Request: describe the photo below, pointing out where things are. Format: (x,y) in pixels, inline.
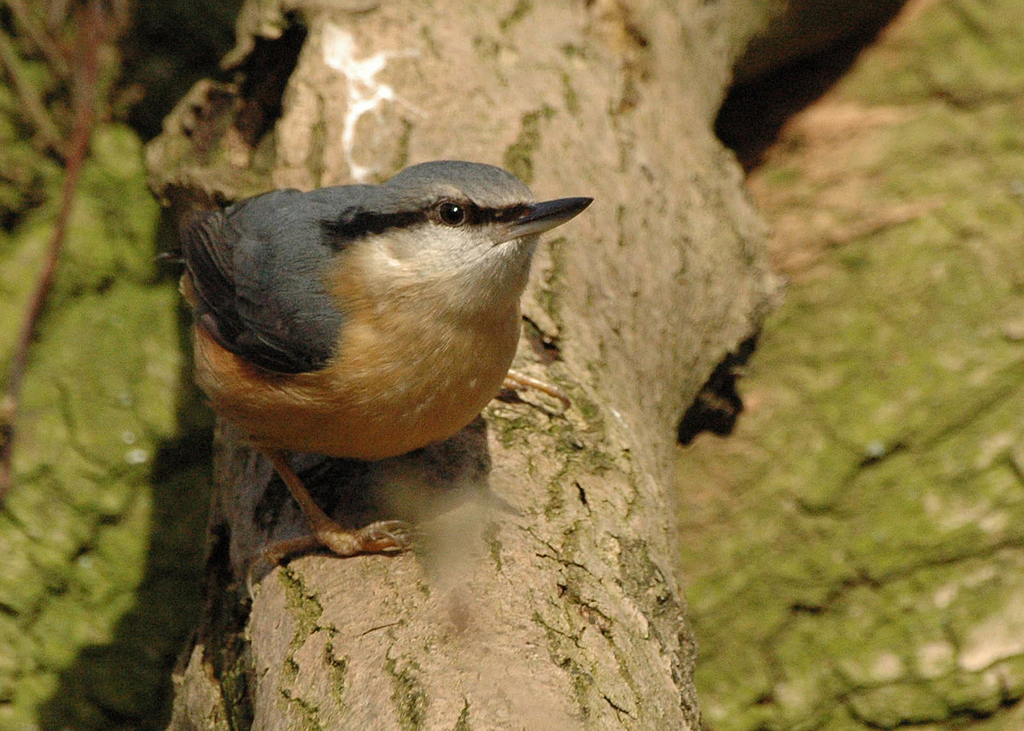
In this image we can see a bird (501,332) on the bark (531,479) of a tree (531,571).
